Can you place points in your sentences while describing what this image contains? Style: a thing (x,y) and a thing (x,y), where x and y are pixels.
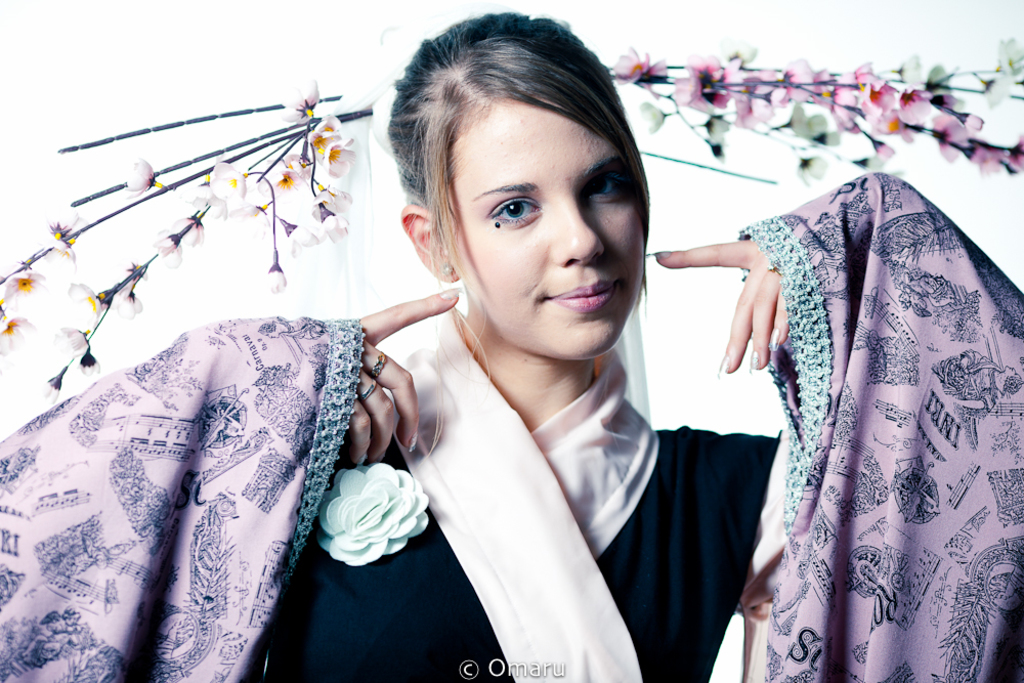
In this image we can see a woman (737,496) wearing a dress (710,475) and some flowers (238,187) in her hair (440,142).
